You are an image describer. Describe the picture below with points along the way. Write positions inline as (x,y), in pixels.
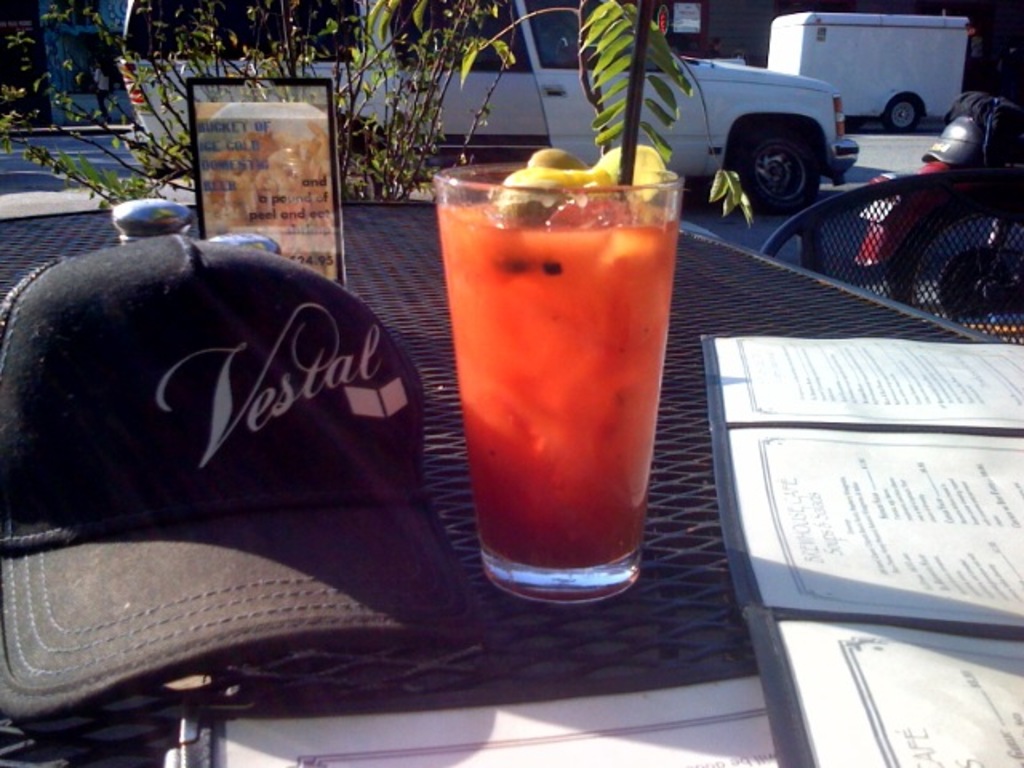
In this picture there is a cap (362,304) and there are papers (941,364) and there is a board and glass (606,300) on the table (547,616) and there is text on the board (292,83) and there is drink (555,468) in the glass (544,576). At the back (994,269) there is a chair (848,242) and there are vehicles (720,166) on the road (768,234) and there is a building (744,12). At the top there is a road (893,136).
